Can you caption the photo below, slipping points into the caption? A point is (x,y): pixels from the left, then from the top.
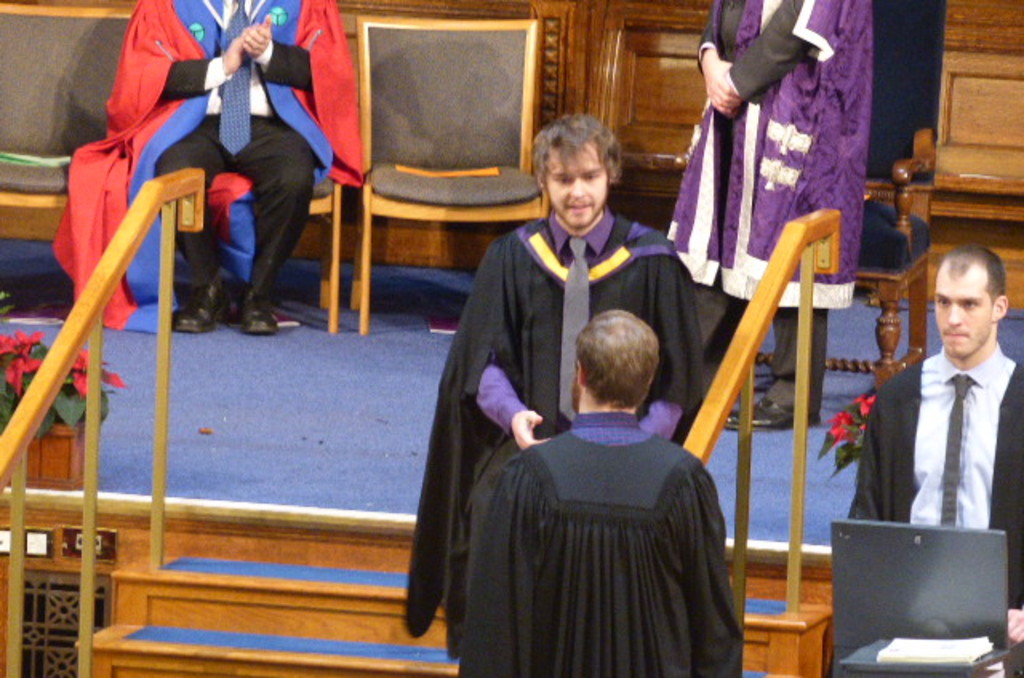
This picture describes about group of people (612,261), few (703,300) are standing and a man (304,99) is seated on the chair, in front of him we can see few flowers (33,366) and plants (833,417).
